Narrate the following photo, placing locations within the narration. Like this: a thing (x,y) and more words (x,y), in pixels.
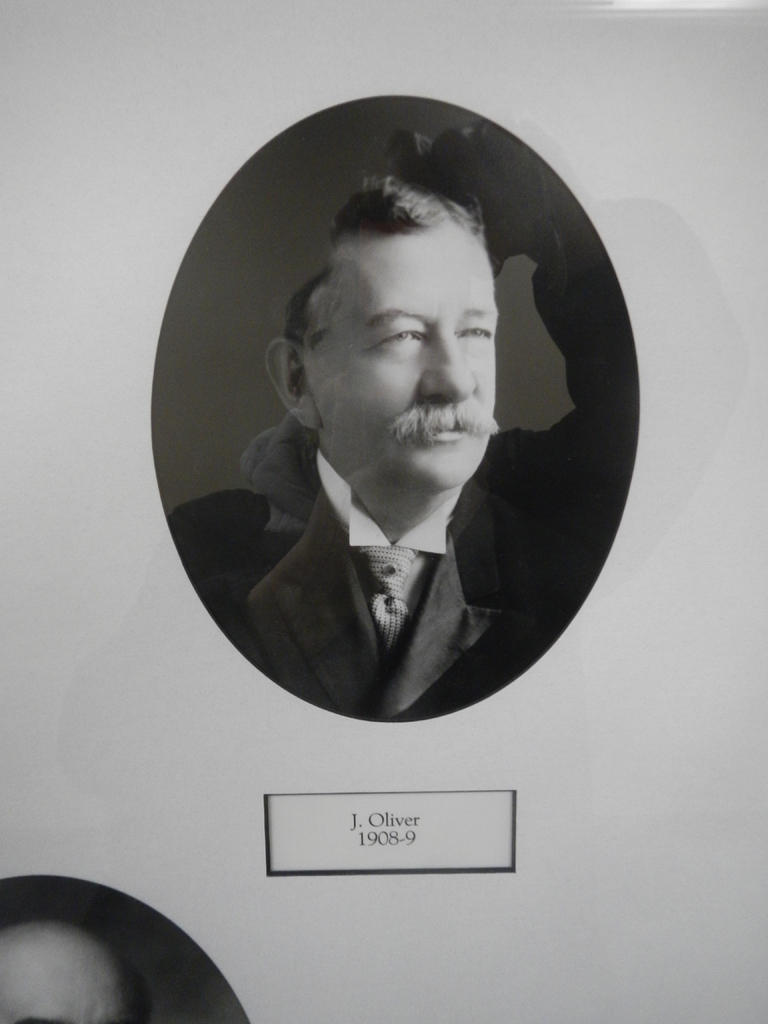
This image consists of a photograph (283,251) of a man (444,624) wearing a black suit (444,624) and white shirt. At the bottom (405,822), there is a text (370,820). It looks like a paper (734,945).
